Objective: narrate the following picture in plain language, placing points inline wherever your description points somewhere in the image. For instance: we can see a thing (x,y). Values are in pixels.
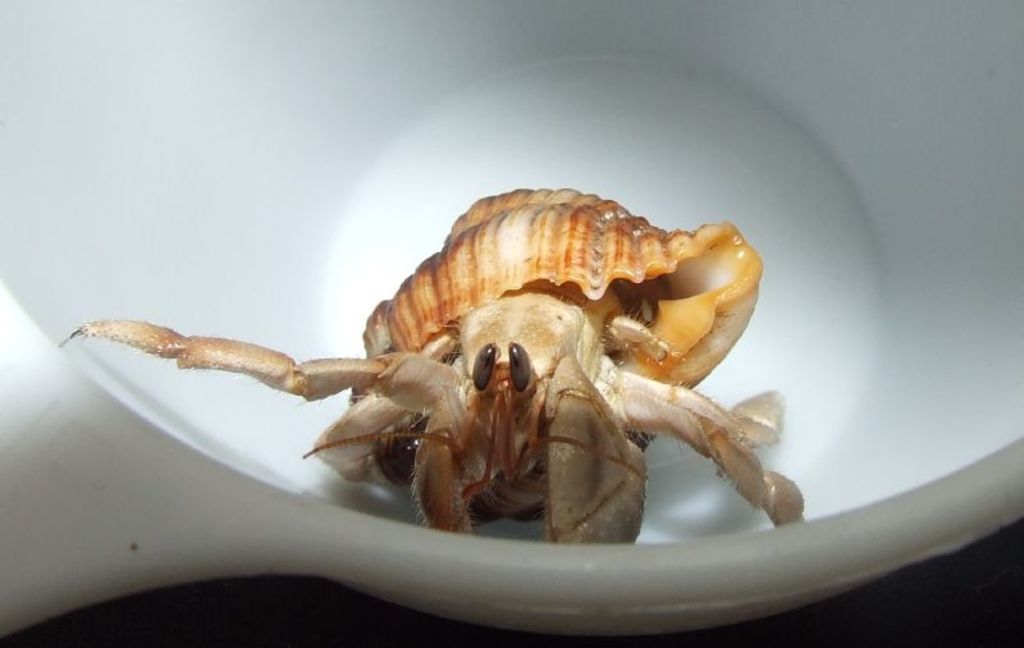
In a white container (760,83) we can see a hermit crab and a shell (690,281).
